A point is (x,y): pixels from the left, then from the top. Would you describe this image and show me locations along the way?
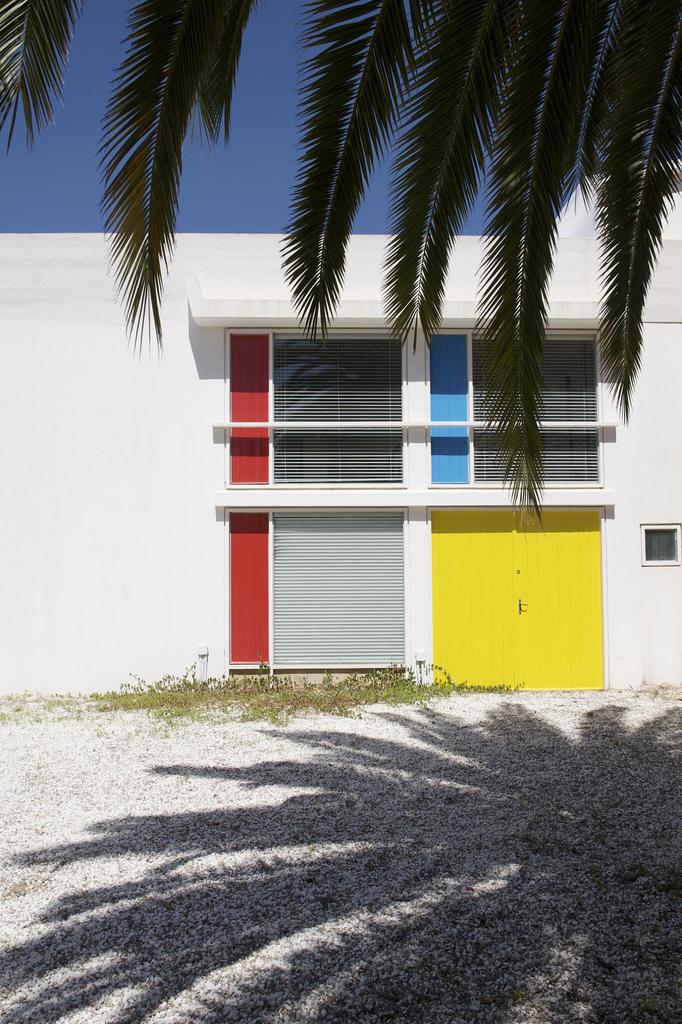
In this image there is a building (327,611) and we can see a tree (512,295). In the background (265,190) there is sky (91,169).
